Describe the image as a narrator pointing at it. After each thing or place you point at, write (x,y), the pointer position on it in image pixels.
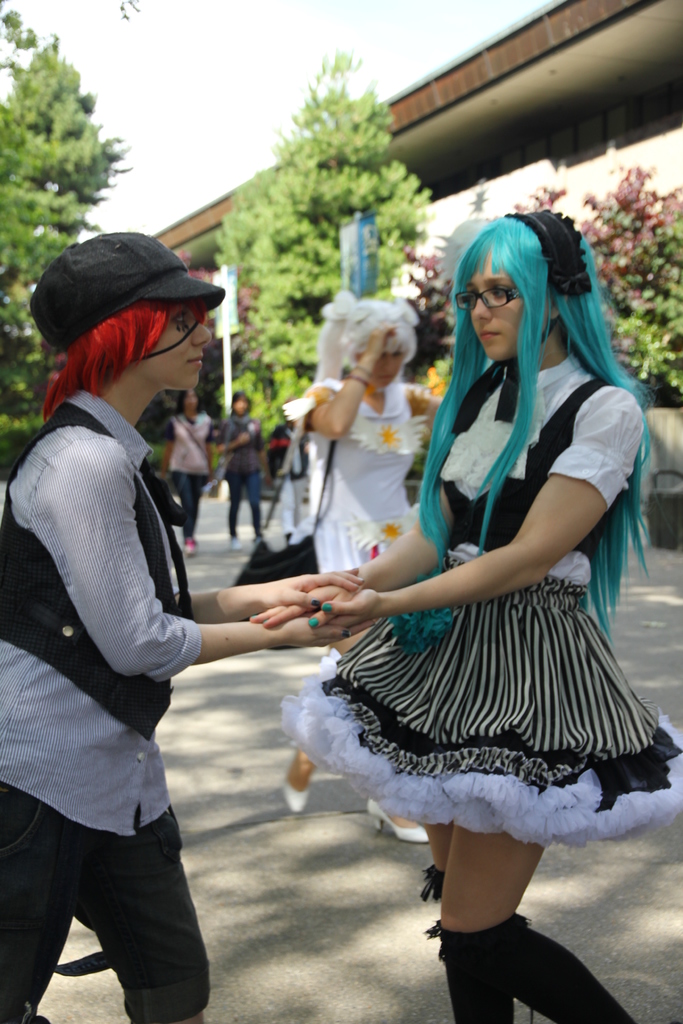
In this picture we can see there are three people (324,702) in the fancy dress (170,510) and two people (203,455) walking on the road (192,567). Behind the people (136,234) there are trees (61,104) and poles (228,397) with boards (217,279). Behind the trees (65,245), it looks like a building (488,76) and the sky (149,57).
